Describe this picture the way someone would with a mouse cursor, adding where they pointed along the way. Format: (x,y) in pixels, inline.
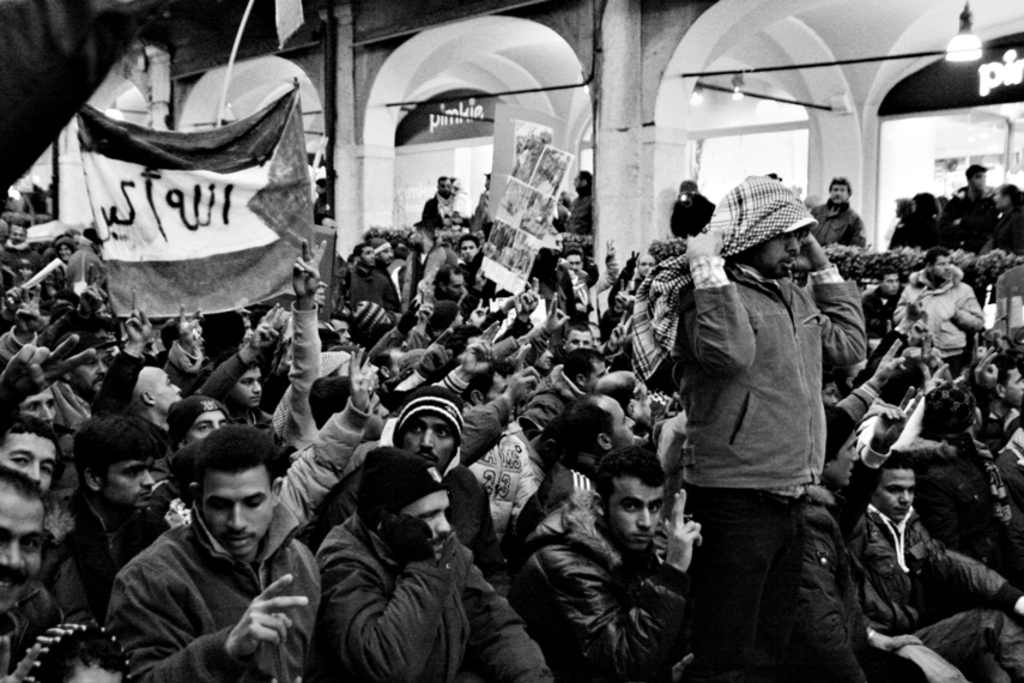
This is black and white picture where we can see crowd (179,437) is protesting. They are holding banners (258,210) and flags (171,219) in their hand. Background of the image (283,76) pillar (339,52) are there and lights (970,43) are attached to the roof (703,43).
